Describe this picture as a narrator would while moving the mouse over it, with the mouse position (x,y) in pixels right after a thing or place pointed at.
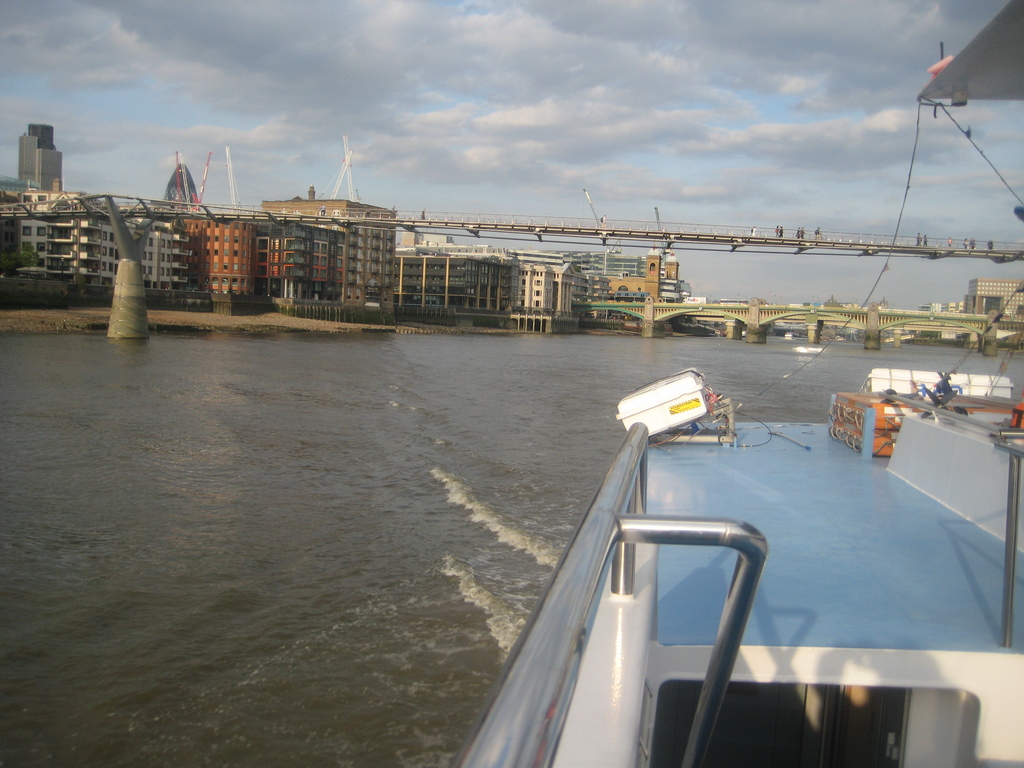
This image is taken outdoors. At the bottom of the image (306,581) there is a river (287,489). On the right side of the image (698,453) there is a boat (654,600) on the river (570,501). At the top of the image (661,90) there is a sky (731,141) with clouds (700,187). In the middle of the image (495,276) there are many buildings (312,264) with walls (109,262), windows (149,271), doors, railings (89,253), roofs (25,184) and balconies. There are two bridges (761,250) and a few people (918,244) are standing on the bridge (882,250).
